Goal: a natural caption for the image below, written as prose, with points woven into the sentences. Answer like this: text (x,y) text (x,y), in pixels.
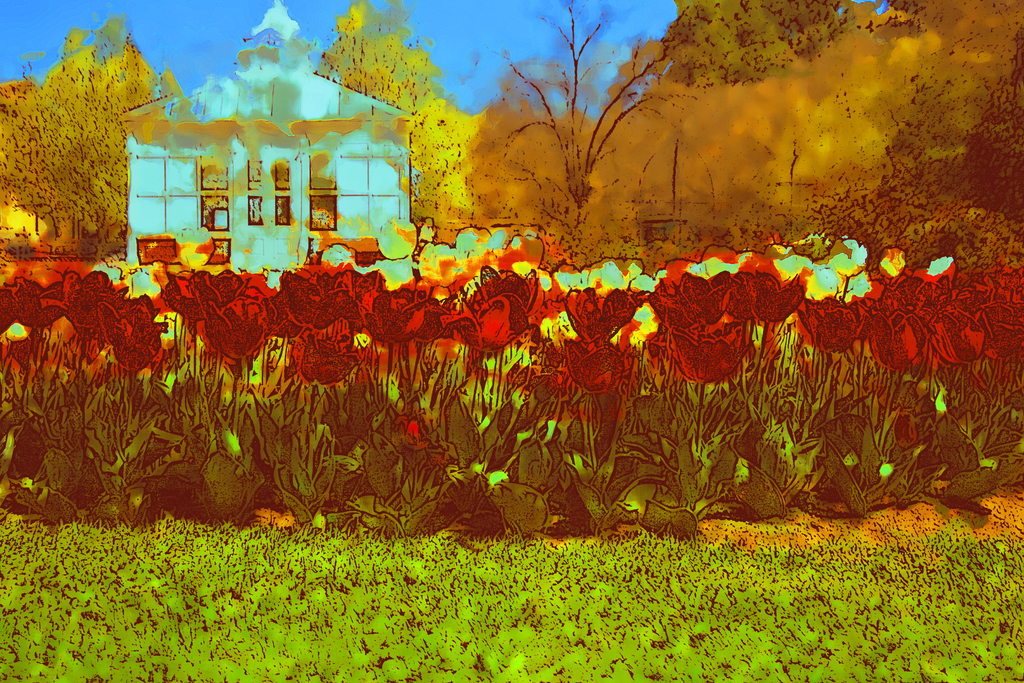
This is an edited image. In this image we can see a house (245,244) with roof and windows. We can also see some plants (522,471) with flowers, a group of trees (504,108) and the sky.
